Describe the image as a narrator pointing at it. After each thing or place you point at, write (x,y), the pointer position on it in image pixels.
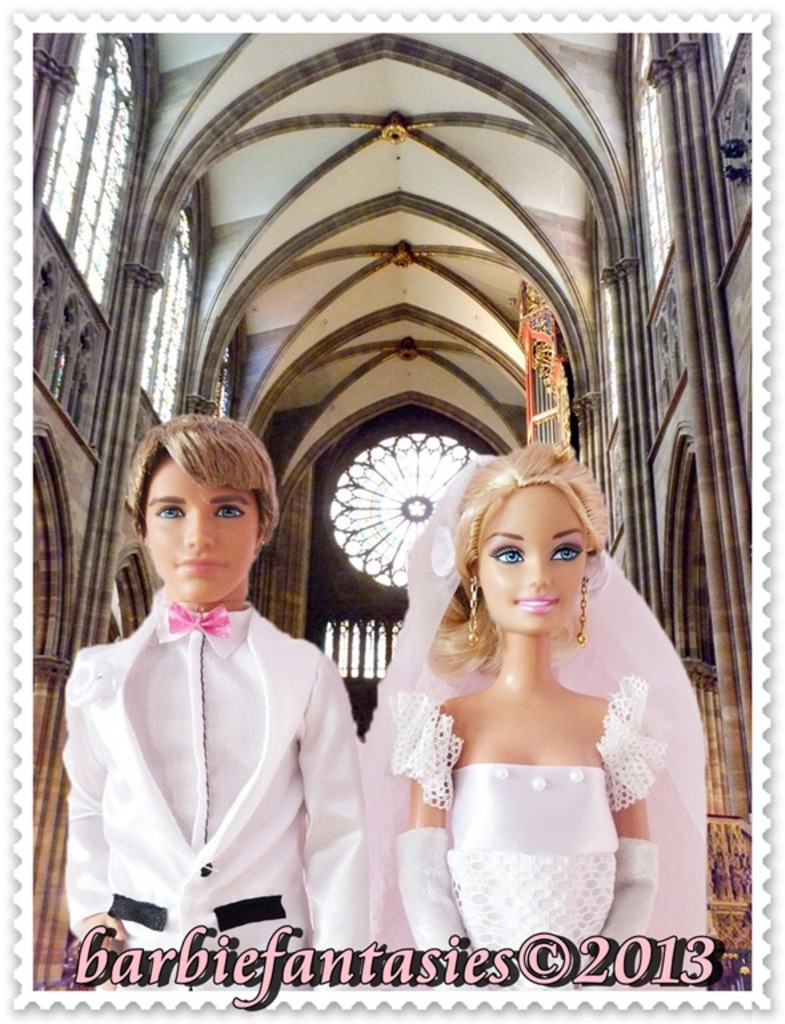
In this picture I can see 2 dolls (242,658) in front (186,734) and I see that these 2 dolls (281,716) are wearing white color dresses (280,769). In the background (486,351) I can see the inside view of a building (686,270). On the top left (96,217) and top right of this picture (654,132) I can see the windows (171,404). On the bottom of this picture (655,955) I can see the watermark (663,946).
